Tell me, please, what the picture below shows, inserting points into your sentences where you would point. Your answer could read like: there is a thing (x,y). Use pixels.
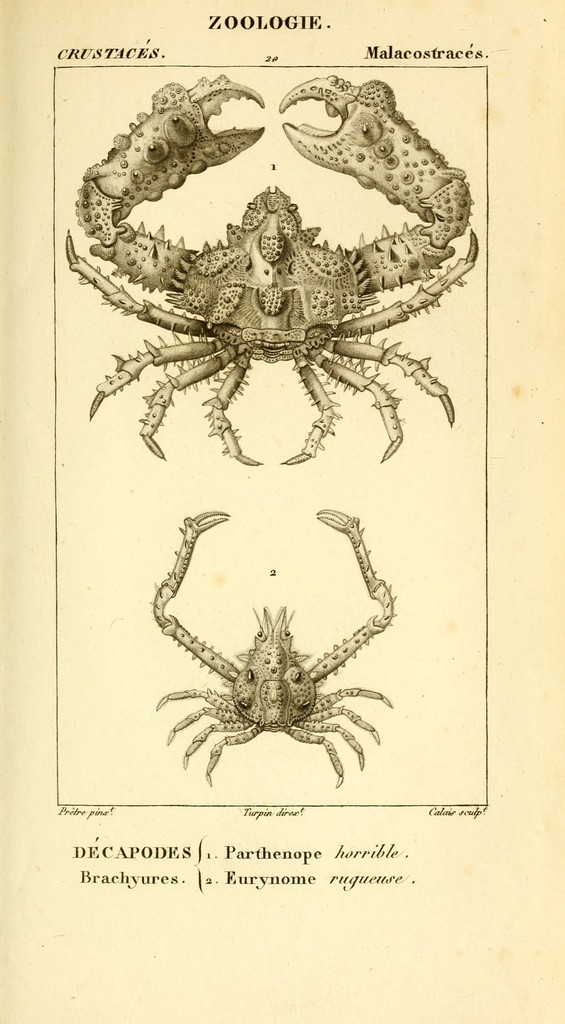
In this image we can see a page (309,308) from a book (267,372), where we can see two crabs (231,81) and text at the top (226,36) and bottom of the page (322,928).
